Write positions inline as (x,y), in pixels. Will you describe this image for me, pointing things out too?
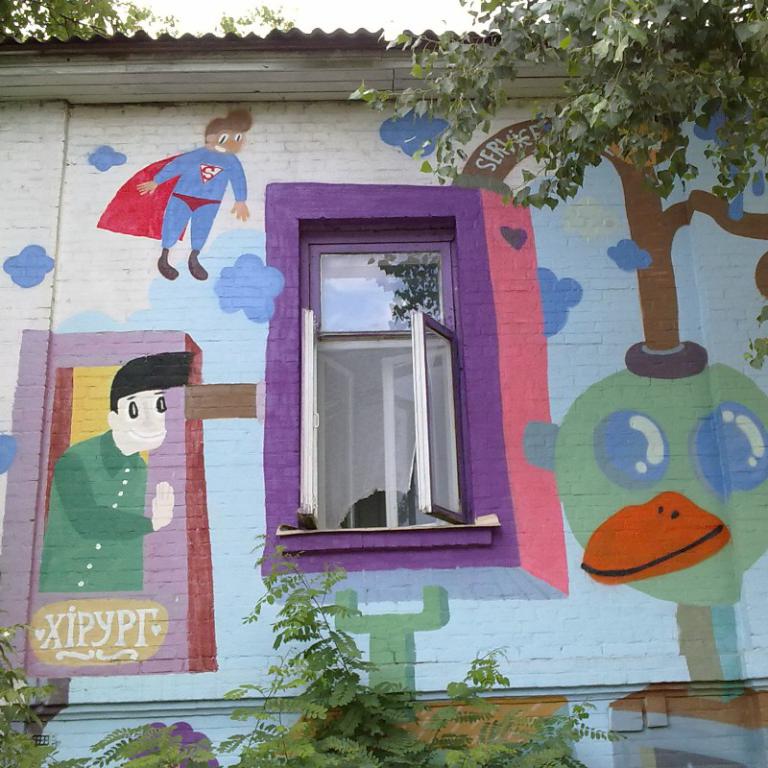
In this image there is a wall (289,456) with cartoon paintings (179,447) on it. At the center of the wall (263,325) there is a glass window (363,423) and there are trees (371,727) at the bottom of the image (295,681).
